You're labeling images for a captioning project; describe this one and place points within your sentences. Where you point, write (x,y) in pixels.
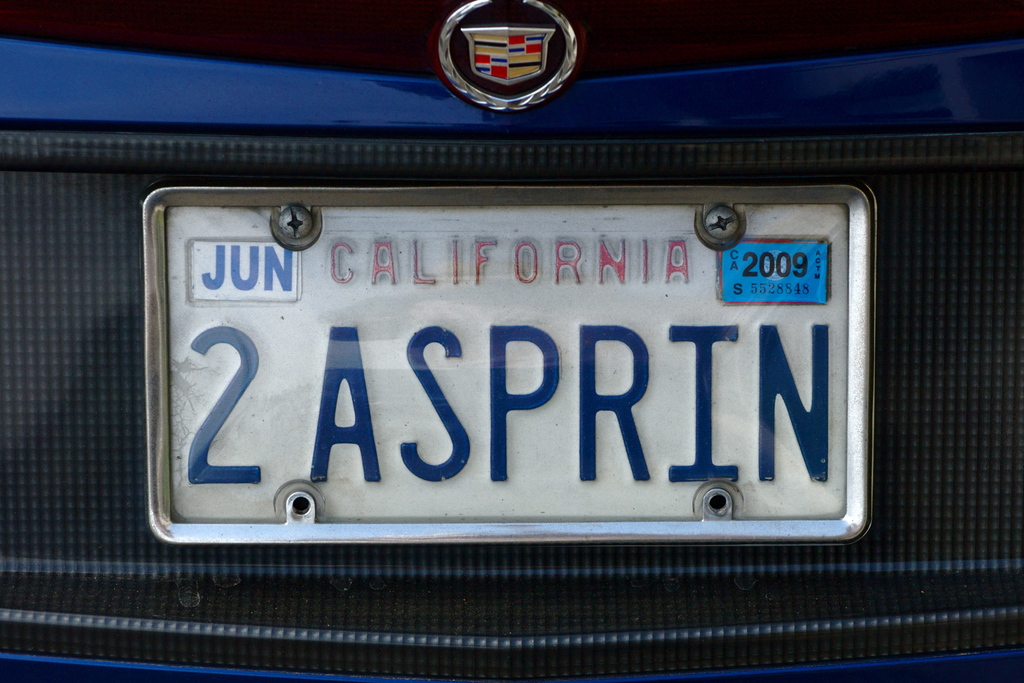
In this image, I can see a registration plate (235,400) with numbers (240,388) and words (633,437) and there is a logo (483,90) attached to the vehicle (118,400).
